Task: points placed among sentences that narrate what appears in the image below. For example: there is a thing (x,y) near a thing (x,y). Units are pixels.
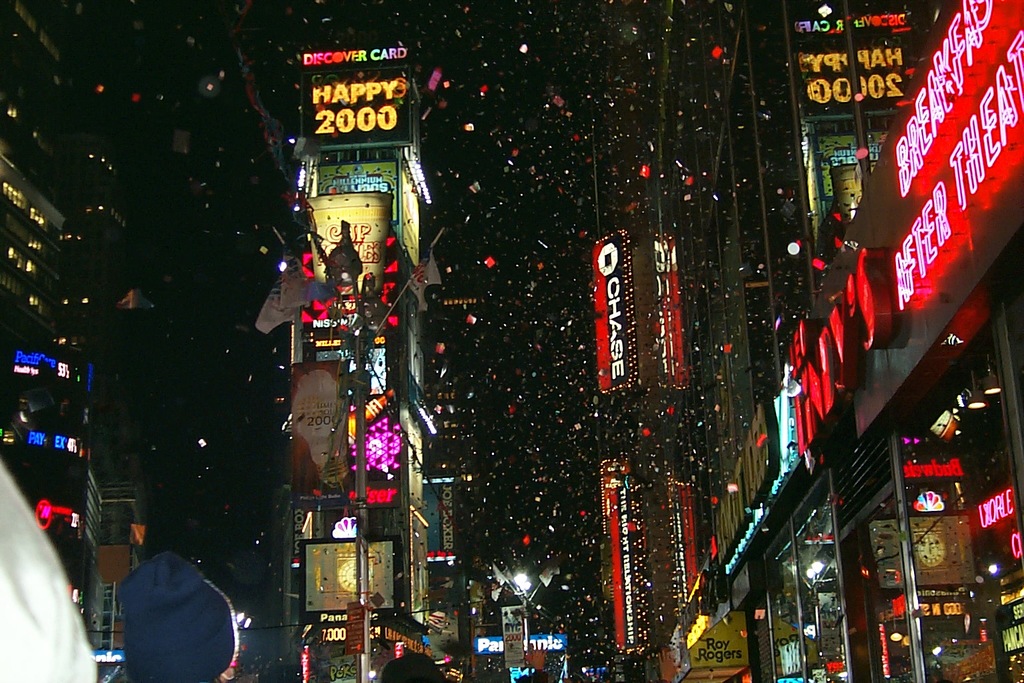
In this picture I can see buildings (840,130), there are flags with the poles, there are poles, lights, boards (713,657), and there is dark background (213,376).
